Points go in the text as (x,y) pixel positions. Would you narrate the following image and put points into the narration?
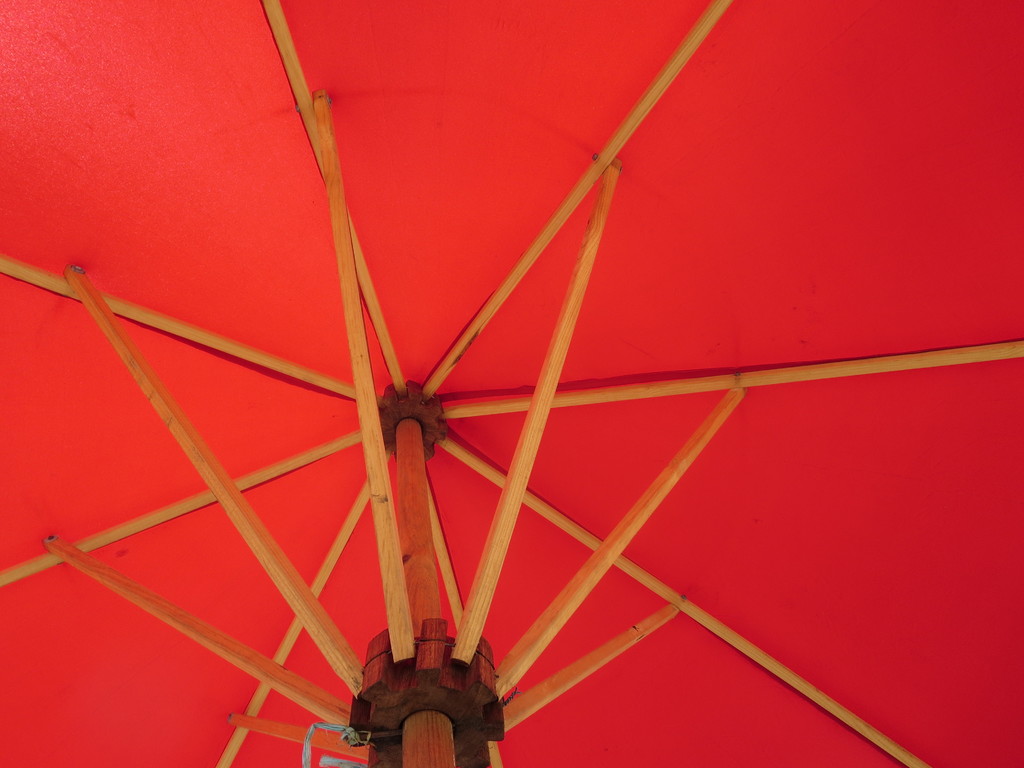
In the image it seems like an umbrella (482,456) and the background of the wooden sticks (276,652) is in red colour.
